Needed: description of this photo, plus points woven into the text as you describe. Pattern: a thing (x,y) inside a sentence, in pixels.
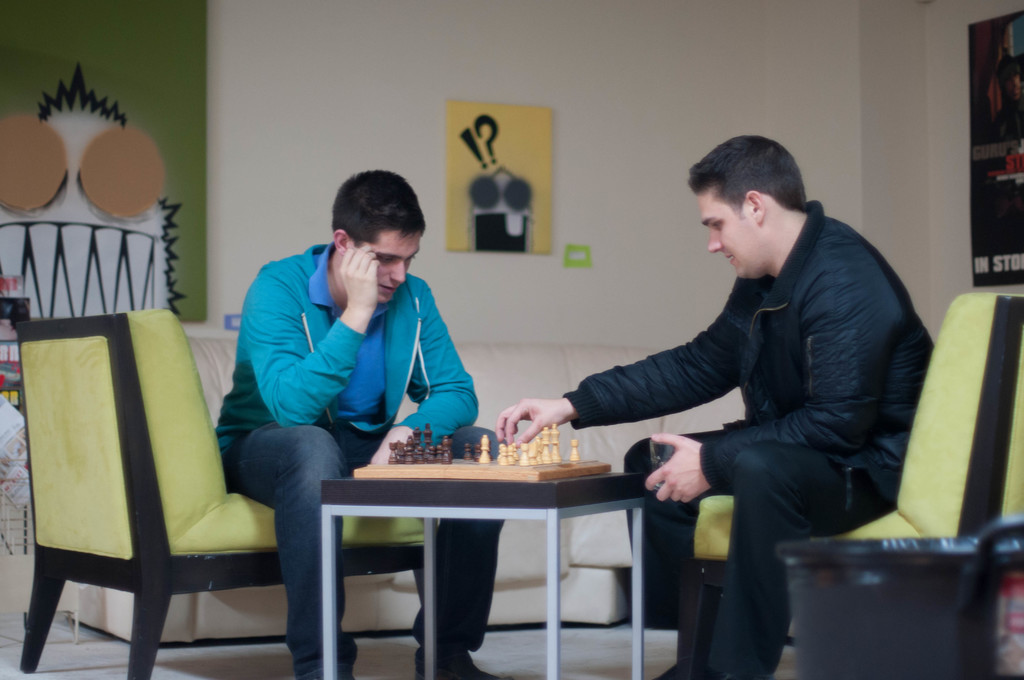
In the picture we can see two men (420,283) are sitting on chairs (31,372) near the table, they are playing a chess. In the background (438,256) we can find a wall (403,143), two paintings (164,304) on it.
